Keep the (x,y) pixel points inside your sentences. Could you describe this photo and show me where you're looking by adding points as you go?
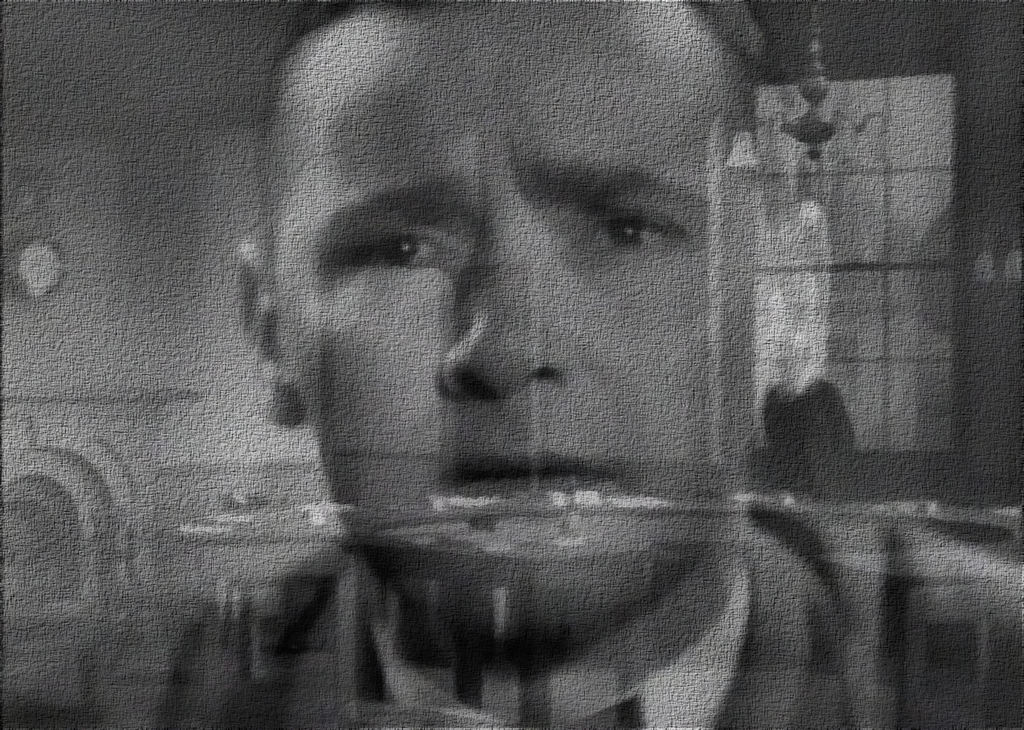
This is a black and white image. In this image we can see the face (461,542) of a person (552,448). On the backside (878,335) we can see a wall (884,454) and a window (880,440).
